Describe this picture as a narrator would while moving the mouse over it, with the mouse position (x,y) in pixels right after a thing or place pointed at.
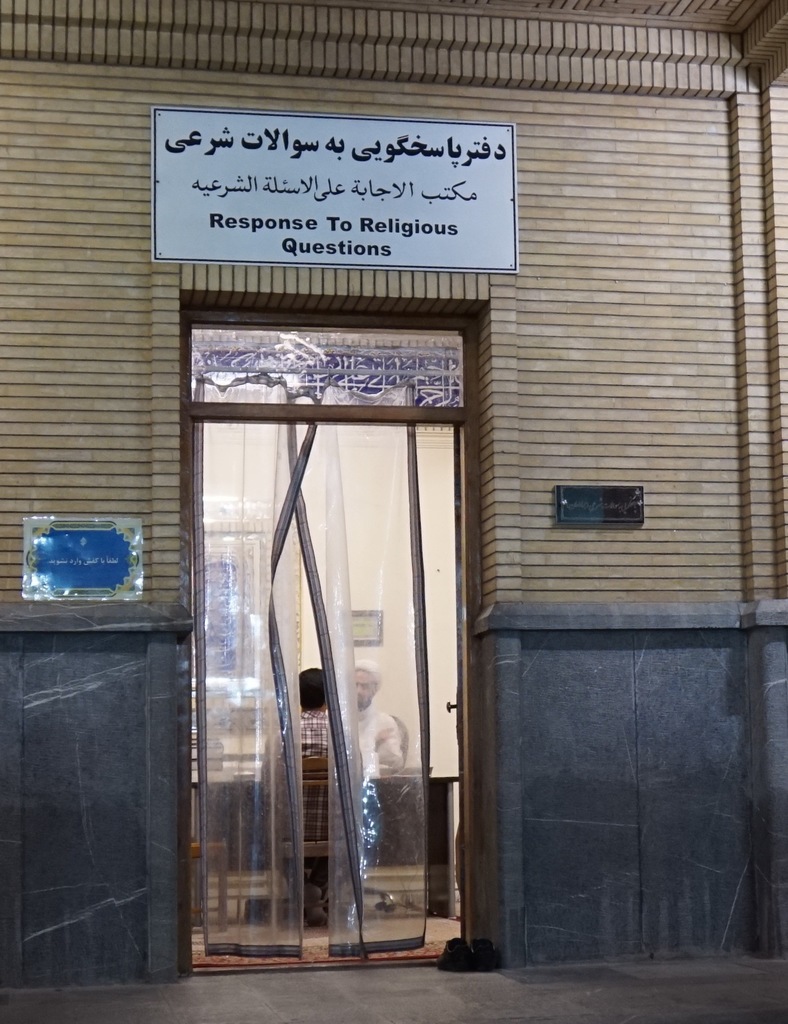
There are two persons (369,761) sitting on the chairs (323,807) as we can see through the door (272,670) which is in the middle of this image (345,653). There is one white color board (352,203) attached to the wall (301,107) is at the top of this image (351,165).
